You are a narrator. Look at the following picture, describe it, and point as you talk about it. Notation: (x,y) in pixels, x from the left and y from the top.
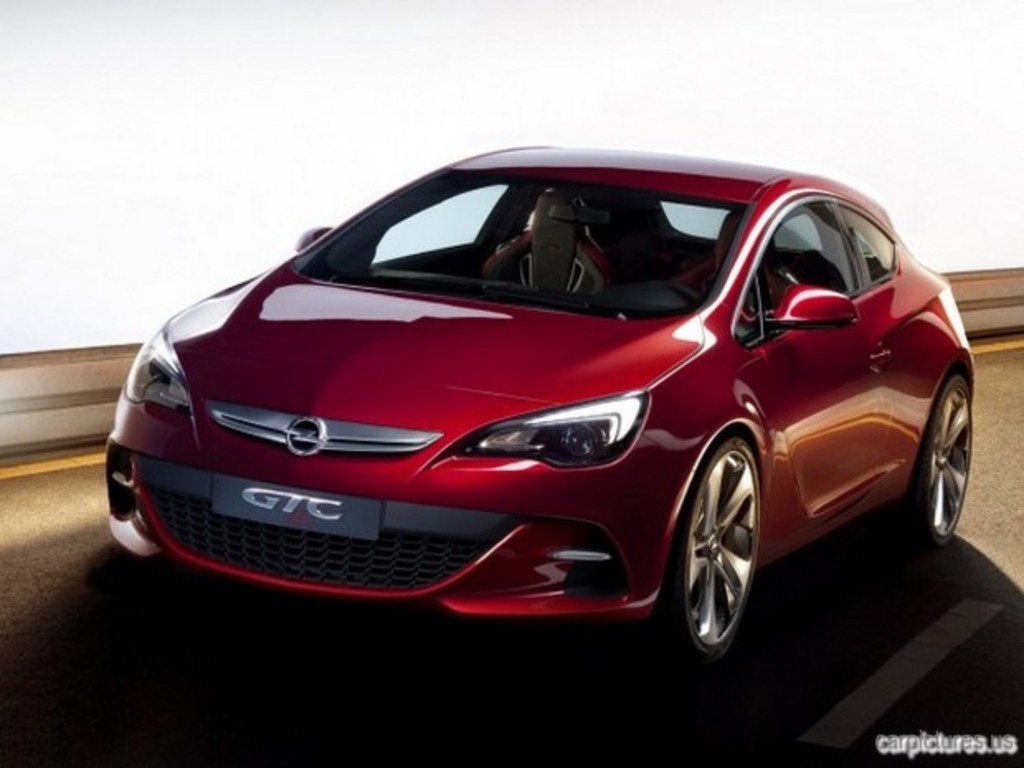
In this picture we can see a red color car (541,373), at the right bottom (948,750) there is some text (900,747).
